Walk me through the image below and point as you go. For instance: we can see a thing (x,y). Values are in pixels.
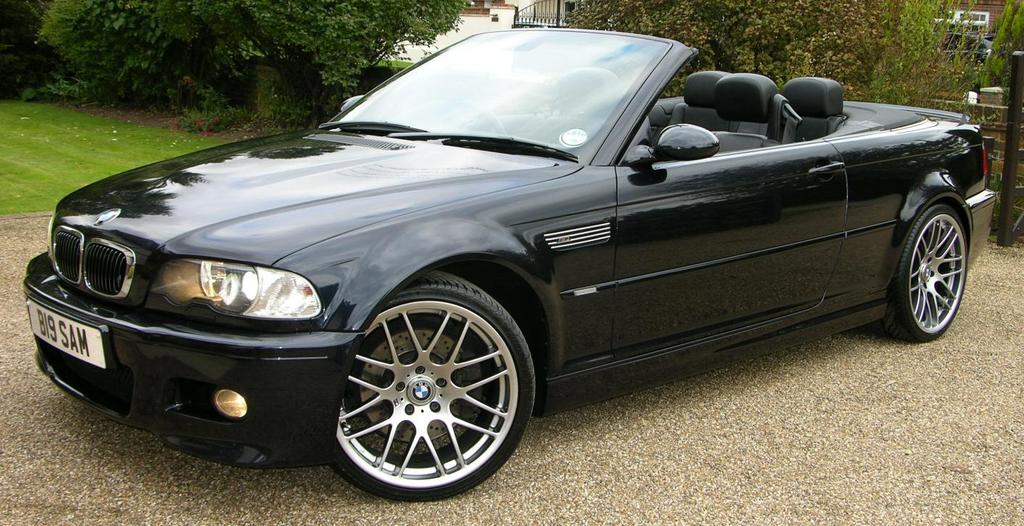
In this image we can see a black color car (551,314) parked on the road (597,452). In the background (332,70) we can see many trees (331,30).
